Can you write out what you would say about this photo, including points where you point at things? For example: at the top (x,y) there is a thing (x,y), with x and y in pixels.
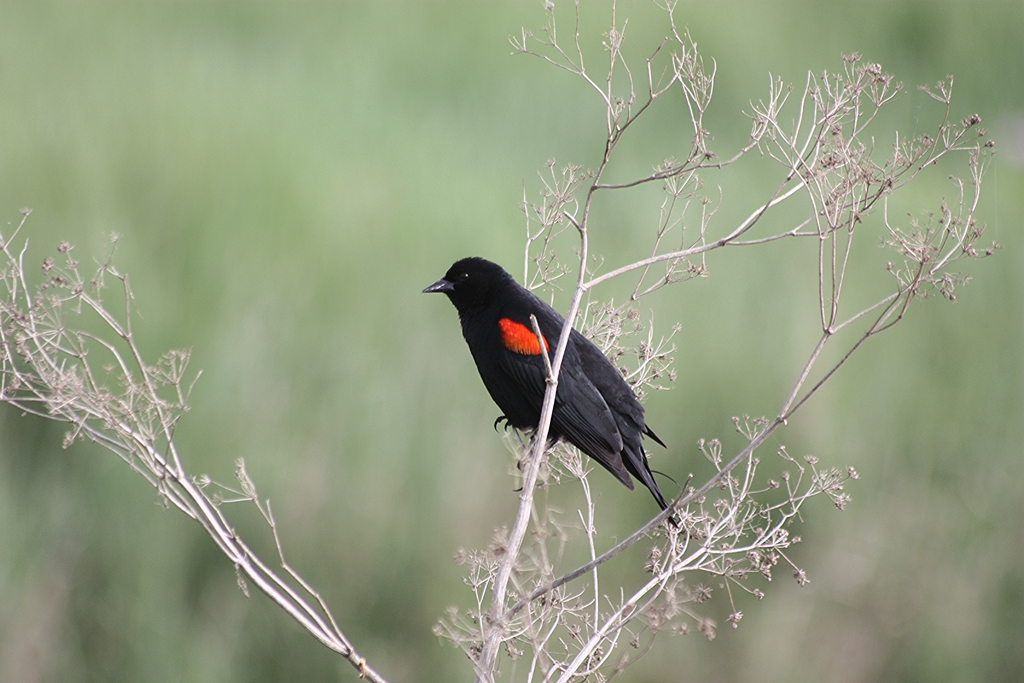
In this image we can see a bird (541,395) on a plant (541,417). The background of the image (141,24) is blurred.
